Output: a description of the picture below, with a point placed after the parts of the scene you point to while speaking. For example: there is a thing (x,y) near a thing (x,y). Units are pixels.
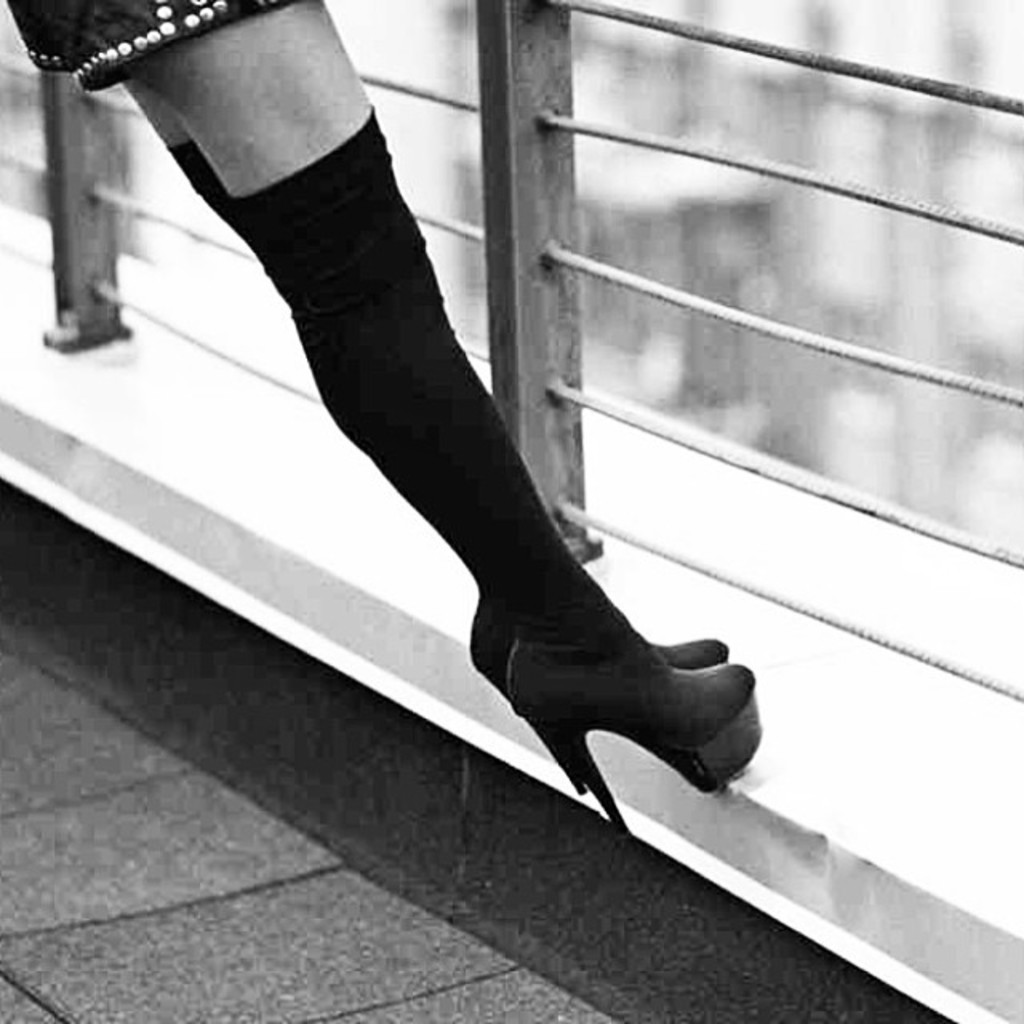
It looks like a black and white picture. We can see a person (401,438) is standing on the path (707,527) and in front of the person (394,379) there is a grill fence (551,143).
